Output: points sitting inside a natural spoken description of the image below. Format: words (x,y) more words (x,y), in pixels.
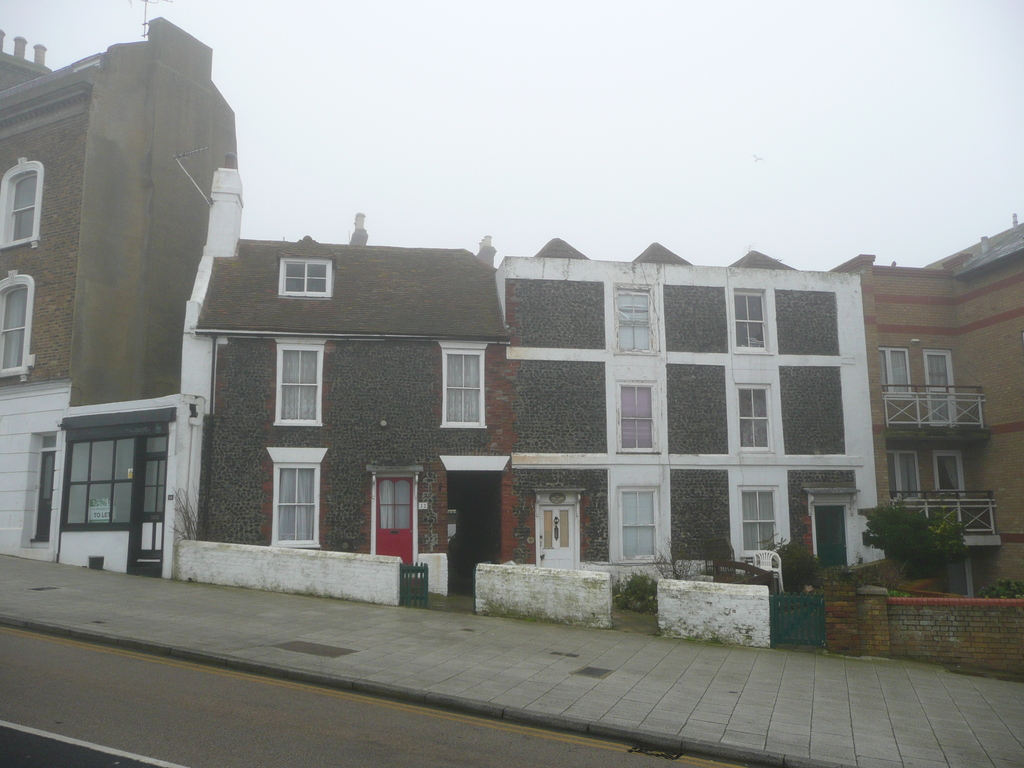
In this image I see number of buildings (355,276) and I see the walls (697,624) and I see few plants (880,574) and I see the path (206,647) over here. In the background (315,127) I see the sky (618,139).
